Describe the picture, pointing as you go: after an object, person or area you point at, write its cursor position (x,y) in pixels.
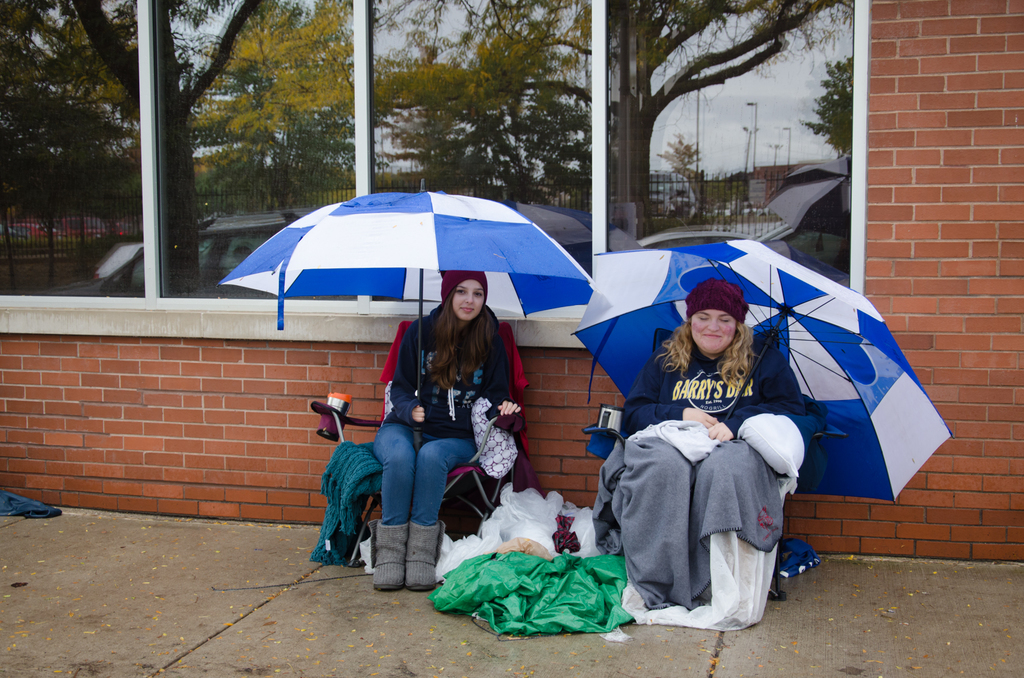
In the picture I can see two women (710,424) are sitting in front of the wall (533,446) and holding umbrellas (815,357), in between them there are some covers (515,557), we can see glass window (373,118) to the wall (218,388) from the glass (378,66) we can see some trees (378,66).
